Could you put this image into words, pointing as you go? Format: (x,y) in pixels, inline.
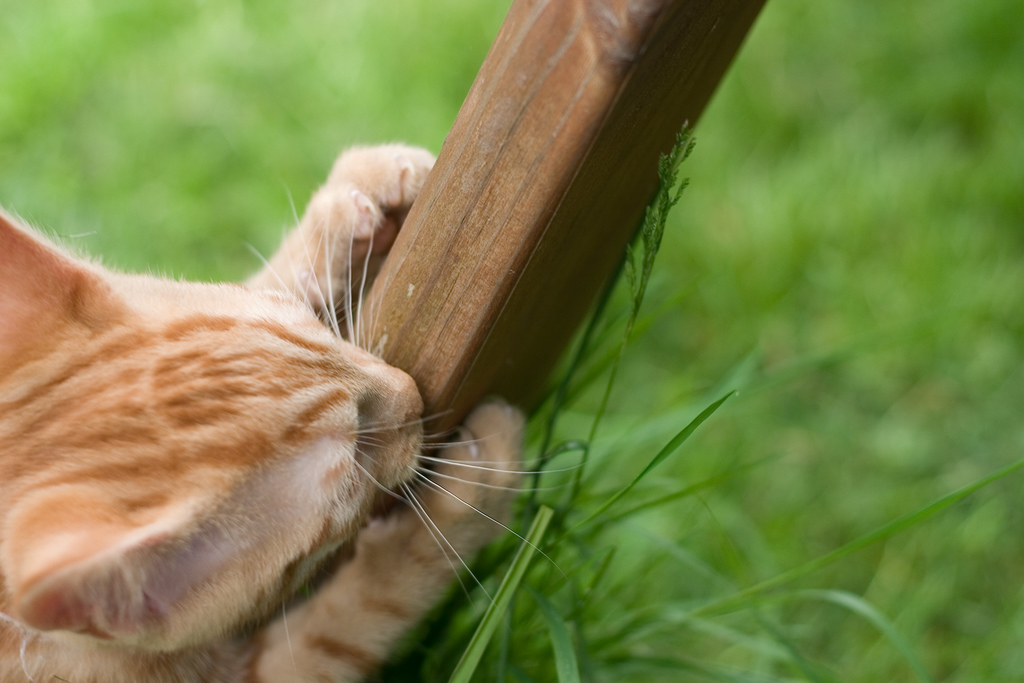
In this picture I can see there is a cat (385,377) holding a wooden stick (539,160) and there is grass (709,464) on the floor (198,104) and the backdrop (208,121) is blurred.
